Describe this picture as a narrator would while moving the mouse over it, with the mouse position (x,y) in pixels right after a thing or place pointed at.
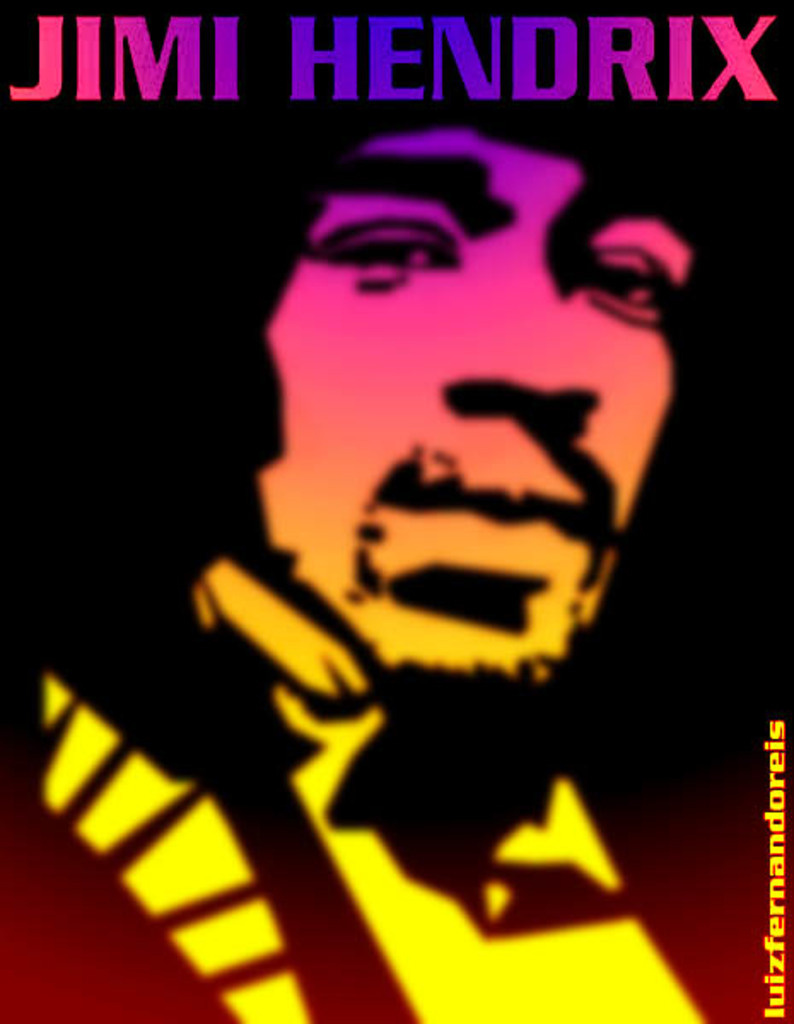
In this image, we can see a person (408,618) in the poster (474,138). Top and right side of the image (771,823), we can see some text (633,69).
